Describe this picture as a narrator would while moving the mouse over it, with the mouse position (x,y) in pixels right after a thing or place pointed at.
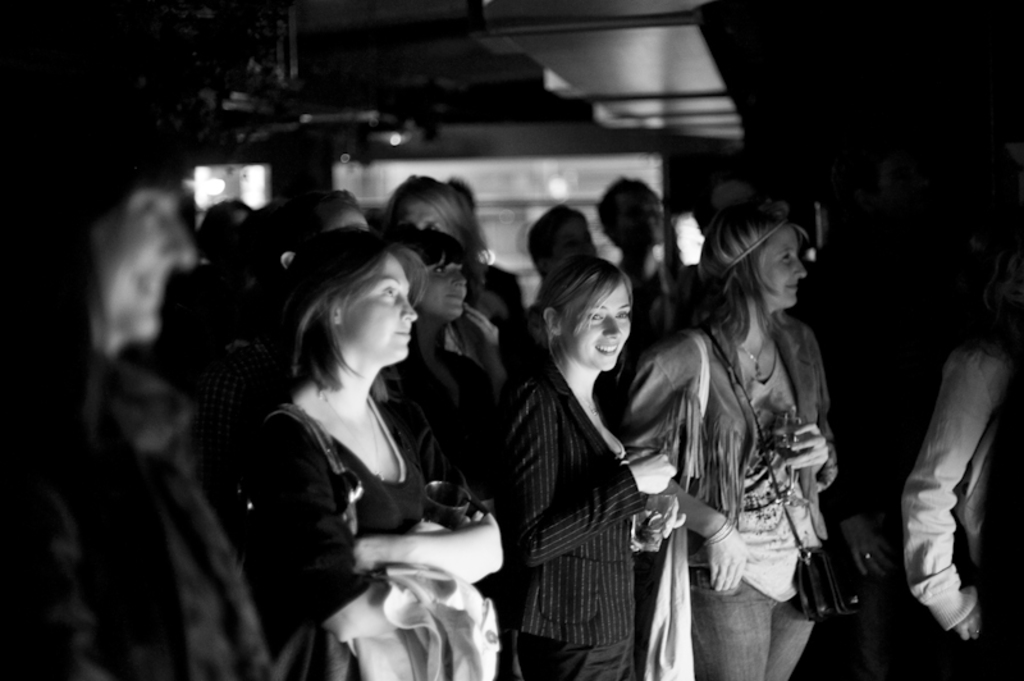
It is a black and white image. In this image, we can see a group of people (335,376). Here we can see few people (372,347) are smiling. On the left side (134,466) and background of the image (299,159), we can see blur view. Here we can see few people (619,518) are holding some objects (446,609).
